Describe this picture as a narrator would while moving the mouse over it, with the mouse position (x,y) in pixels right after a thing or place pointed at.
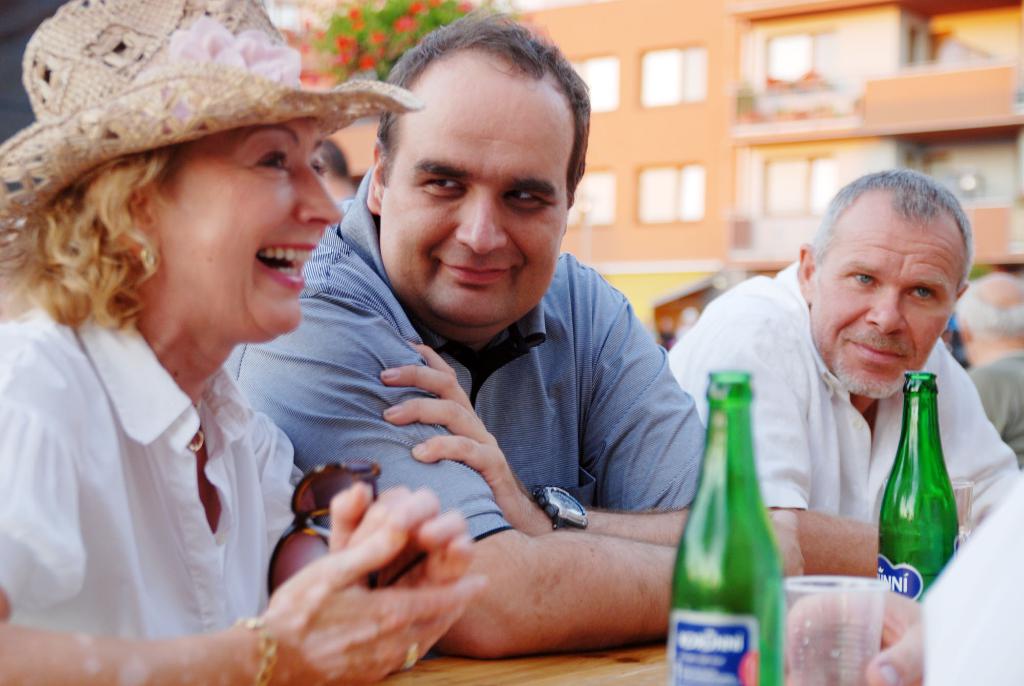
In this picture we can see three persons (308,641) are sitting on the chairs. She is smiling and she wear a hat (246,47). This is table (518,678). On the table (518,663) there is a glass (840,647), and bottles (902,535). On the background (863,125) we can see a building (741,115) and this is plant (407,30). And there are red color flowers (336,40).
